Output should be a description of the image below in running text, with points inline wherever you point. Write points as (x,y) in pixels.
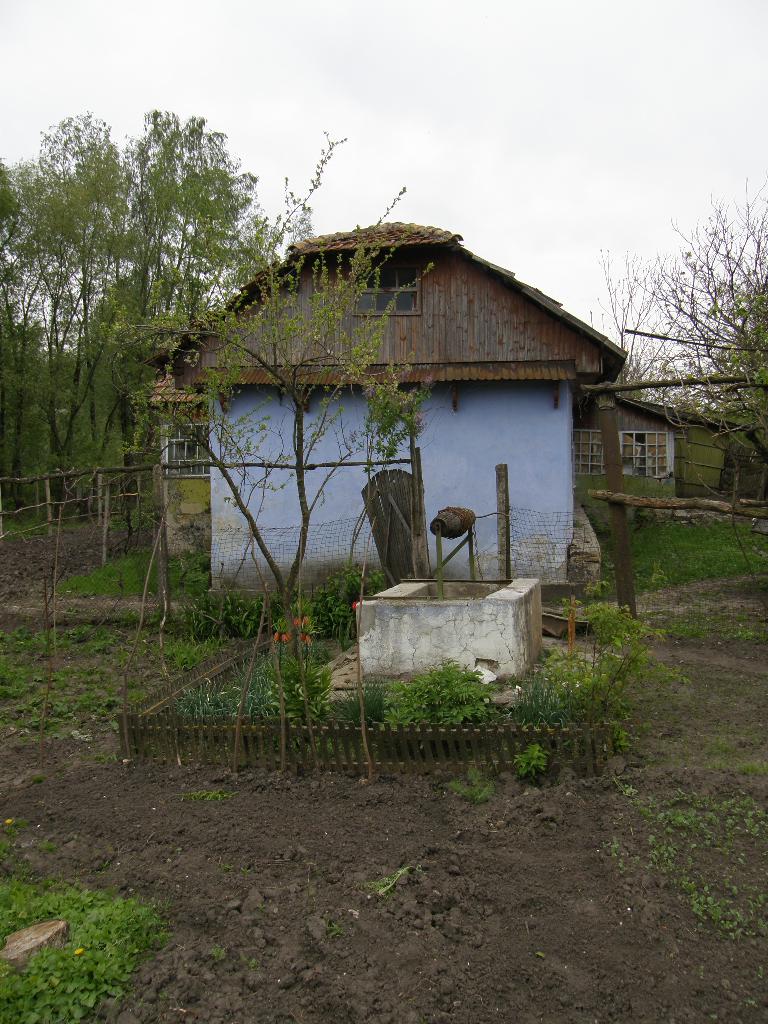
In this image there is a house (344,439), in front of the house (243,392) there is a wooden fence (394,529) and there is a rock structure (460,596) like a well (460,516), around that there are plants (600,689). In the background (55,403) there are trees (55,403) and plants (1,690).
